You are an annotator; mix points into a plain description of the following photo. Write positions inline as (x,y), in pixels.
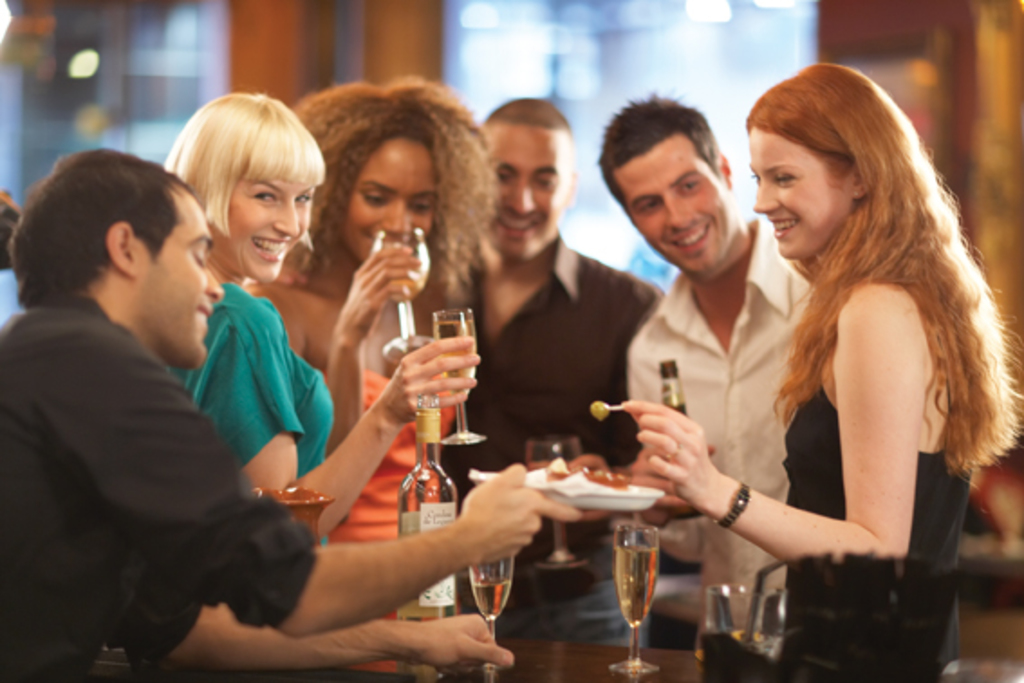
In this image, we can see a group of people (494,351) are smiling and holding some objects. In the background of the image (171,11), we can see the blur view.
